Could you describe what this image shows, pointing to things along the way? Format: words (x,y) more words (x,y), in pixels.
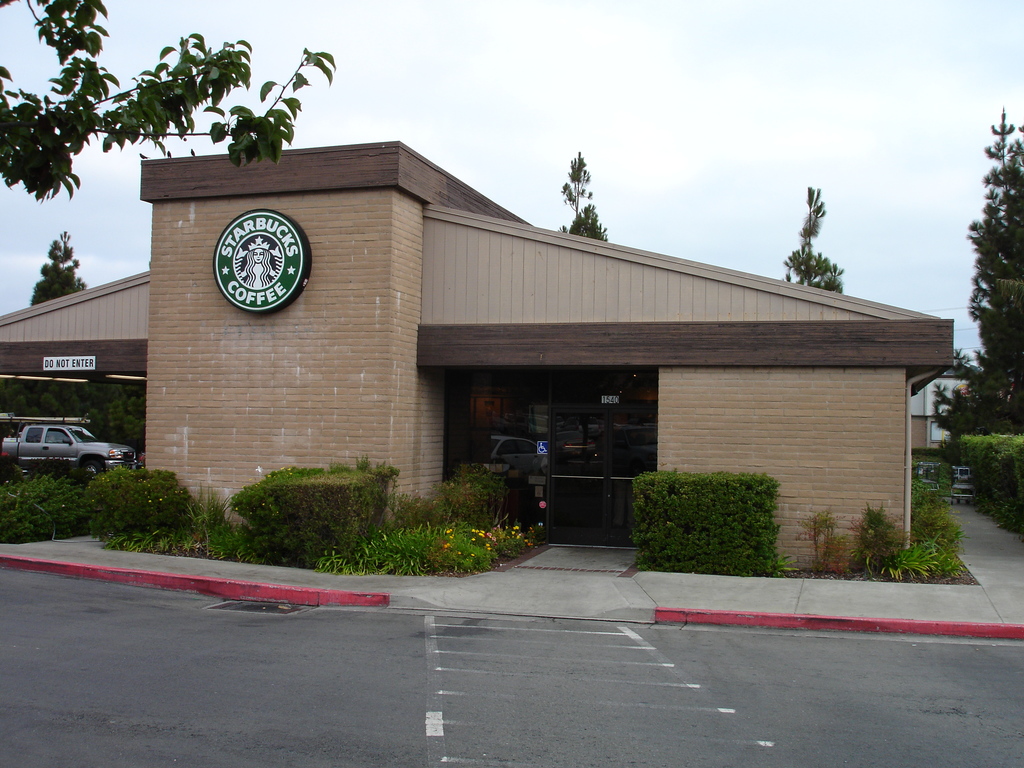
In this image there is a coffee shop (335,374) in the middle (377,358). In front of it there is a garden (301,515) in which there are small plants (410,528) and flowers (517,539). At the top (592,78) there is sky (578,78). At the bottom (393,675) there is road (419,710). On the left side (33,429) there is a van (81,453) behind the coffee shop (185,386). On the right side (989,286) there are trees (1012,344).
